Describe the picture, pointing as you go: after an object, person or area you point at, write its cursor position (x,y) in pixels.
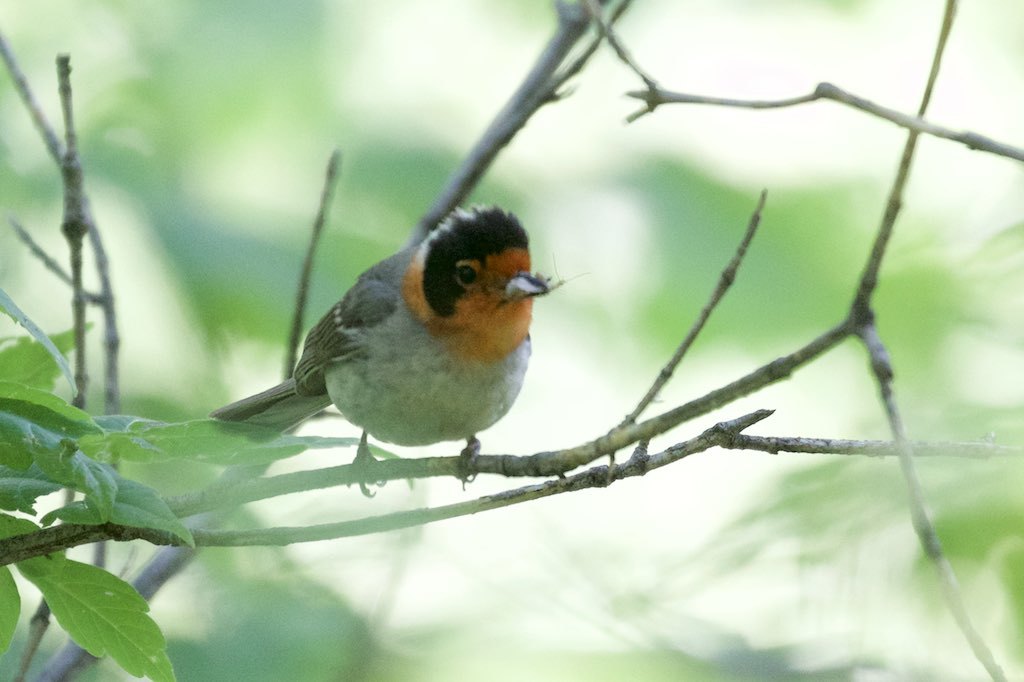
In this image there is a bird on the stem (544,468). Left side (15,389) there are leaves (124,502) and stems (80,386). Background (919,282) is blurry.
